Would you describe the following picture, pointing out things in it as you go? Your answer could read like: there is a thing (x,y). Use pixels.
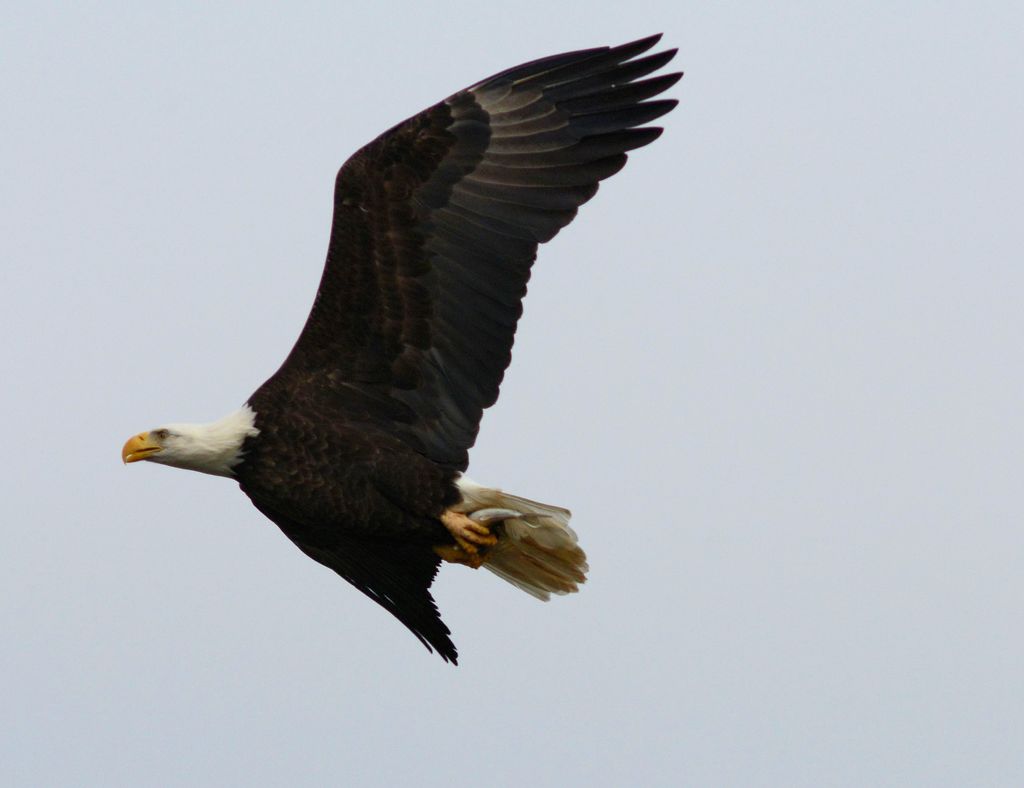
In the center of the image (347,481) there is an eagle (355,494). In the background (6,223) there is sky (632,643).
